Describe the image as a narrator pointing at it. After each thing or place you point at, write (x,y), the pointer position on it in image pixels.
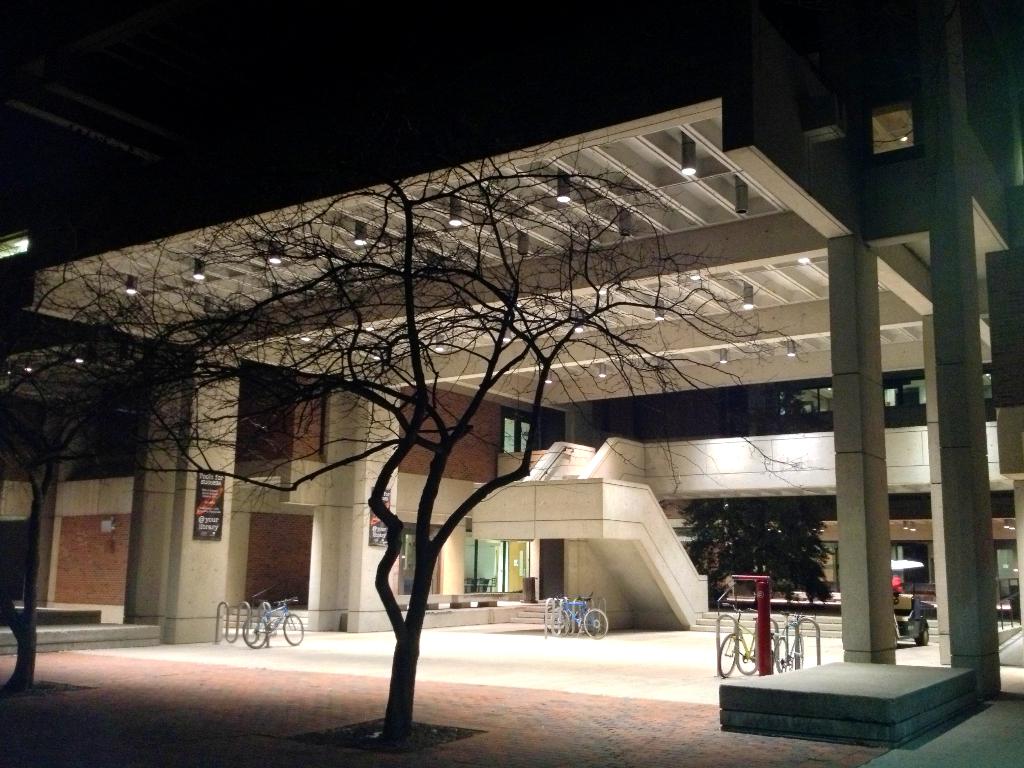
There are two dry trees (190,458) on the floor (422,721), on which, there are bicycles (784,661) parked and a vehicle (919,611) parked. In the background (152,498), there are posters (219,510) on the pillars (165,504), there are trees (746,539), there are steps (825,630) and there are other objects (506,562).
